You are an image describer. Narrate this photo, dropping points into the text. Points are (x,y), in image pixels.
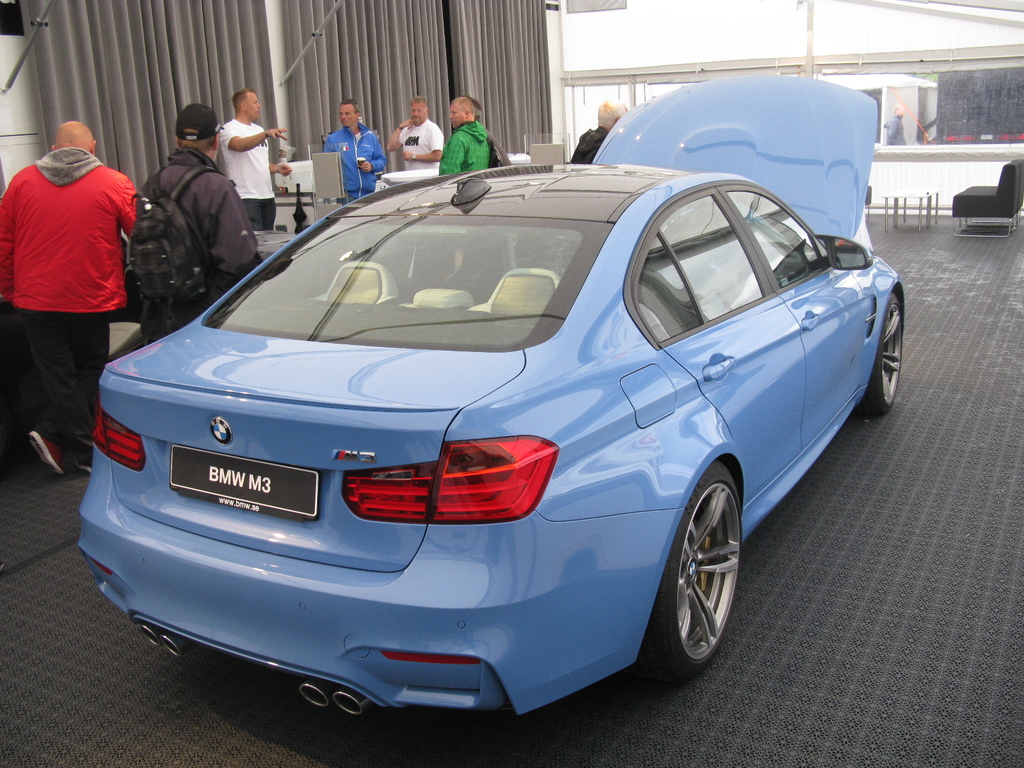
It is a beautiful car (587,497) which is in blue color, in the left side (70,239) a man (60,260) is standing, he wore a red color coat (57,234) and few other people (175,171) are standing at here. In the right side (991,193) there is a sofa (985,204) which is in black color.
